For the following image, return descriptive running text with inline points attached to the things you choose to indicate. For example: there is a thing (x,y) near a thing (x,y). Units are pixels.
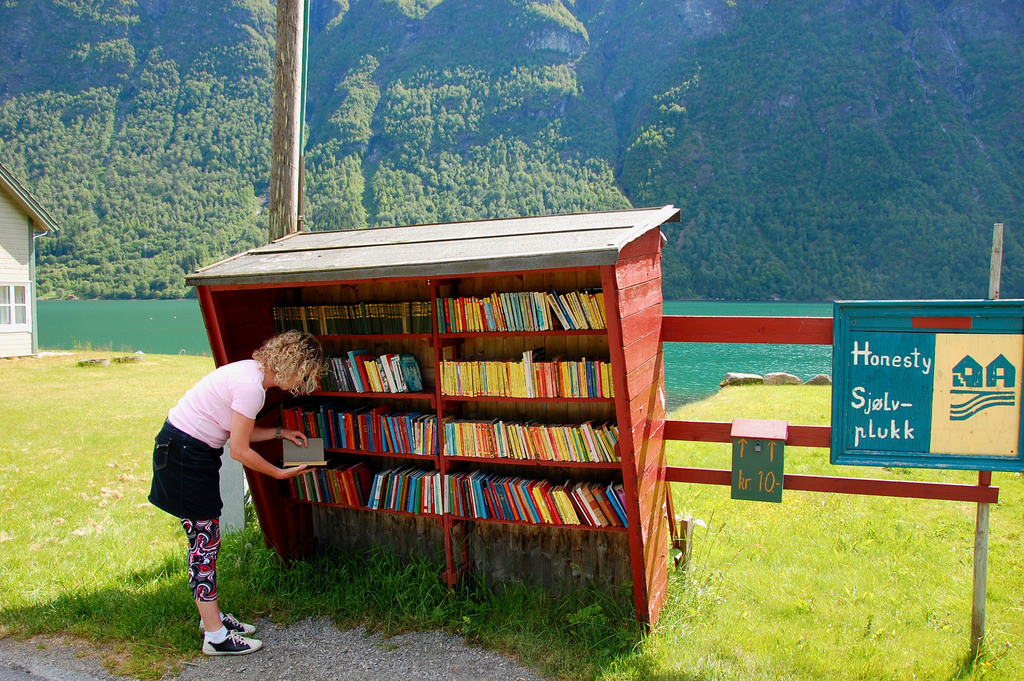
In the image we can see a woman (208,446) standing, wearing clothes (190,442), socks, shoes (250,629) and holding a book (309,441) in hand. There are many books (473,431) kept on the shelves (441,517). Here we can see grass (803,575), fence (805,425), board (915,409) and text (883,436) on the board (959,384). Here we can see pole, house (12,271), water (126,303) and the mountain (499,98).
